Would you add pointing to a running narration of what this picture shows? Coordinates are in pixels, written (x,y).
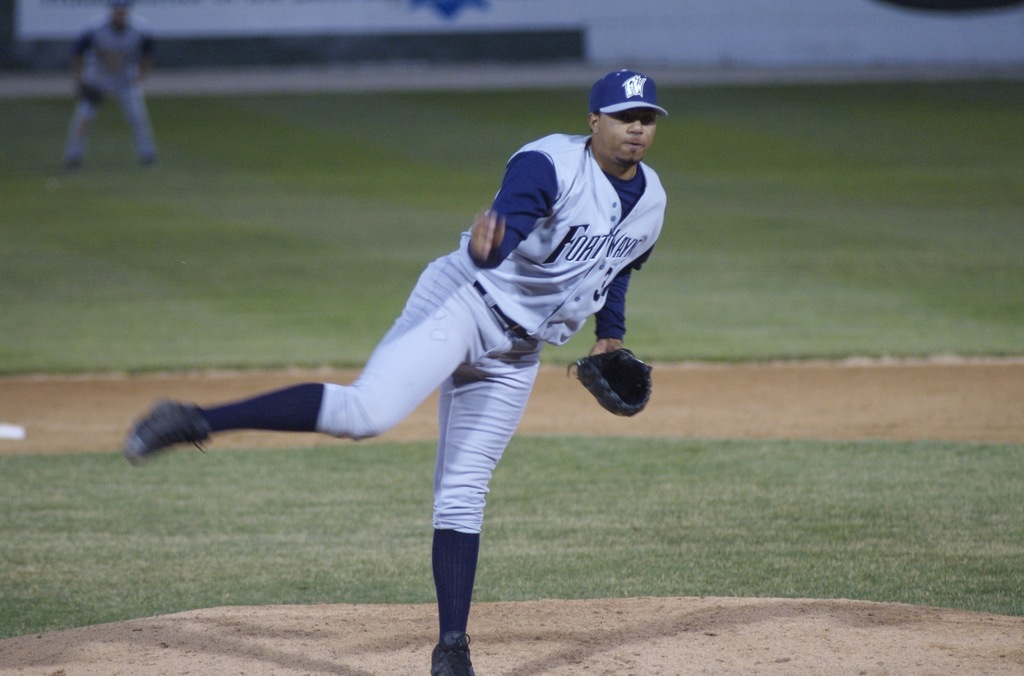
In this image there are two players (402,370) in a ground (736,315), in the background (266,108) it is blurred.
